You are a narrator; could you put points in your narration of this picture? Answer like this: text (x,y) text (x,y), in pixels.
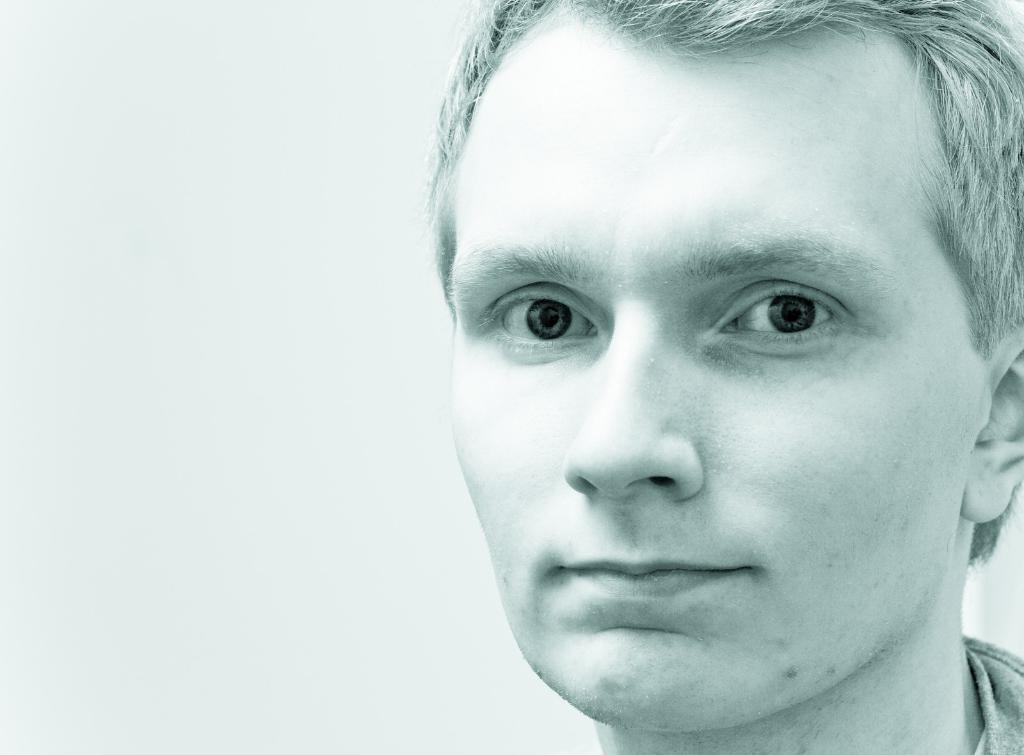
In this image I can see a person (615,386), background (163,461) is white.
